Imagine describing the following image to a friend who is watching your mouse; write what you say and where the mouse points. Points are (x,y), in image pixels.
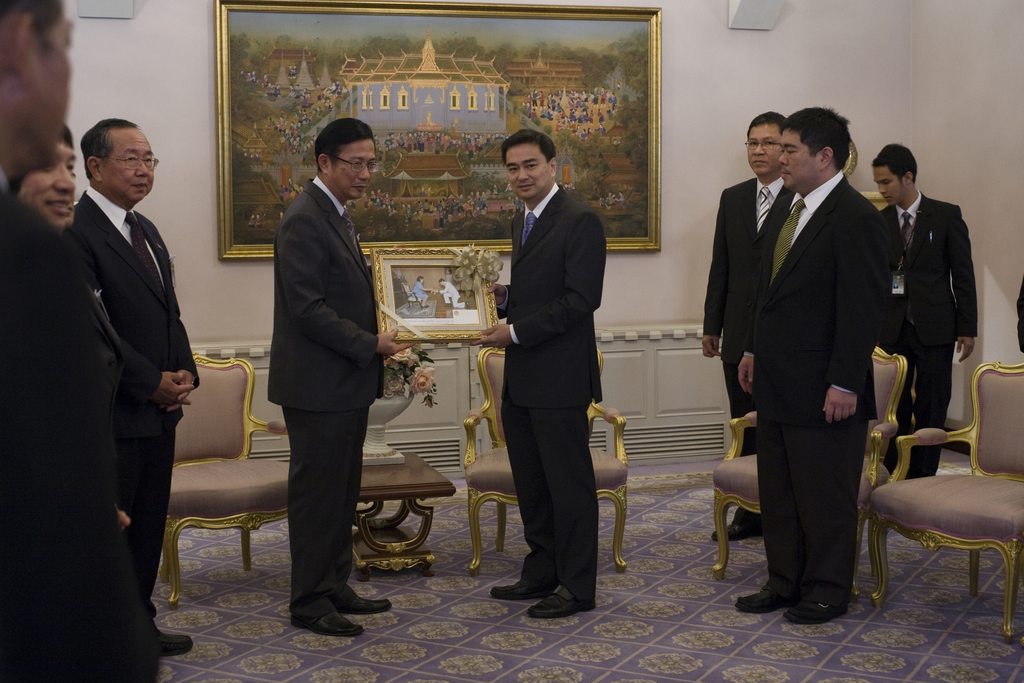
In this image i can see number of persons (766,310) standing and two persons (515,431) in the middle (572,299) are holding a photo frame (440,286). In the background (228,418) i can see few chairs (867,453), a wall (819,55) and a big photo frame (495,74) attached to the wall (205,67).
